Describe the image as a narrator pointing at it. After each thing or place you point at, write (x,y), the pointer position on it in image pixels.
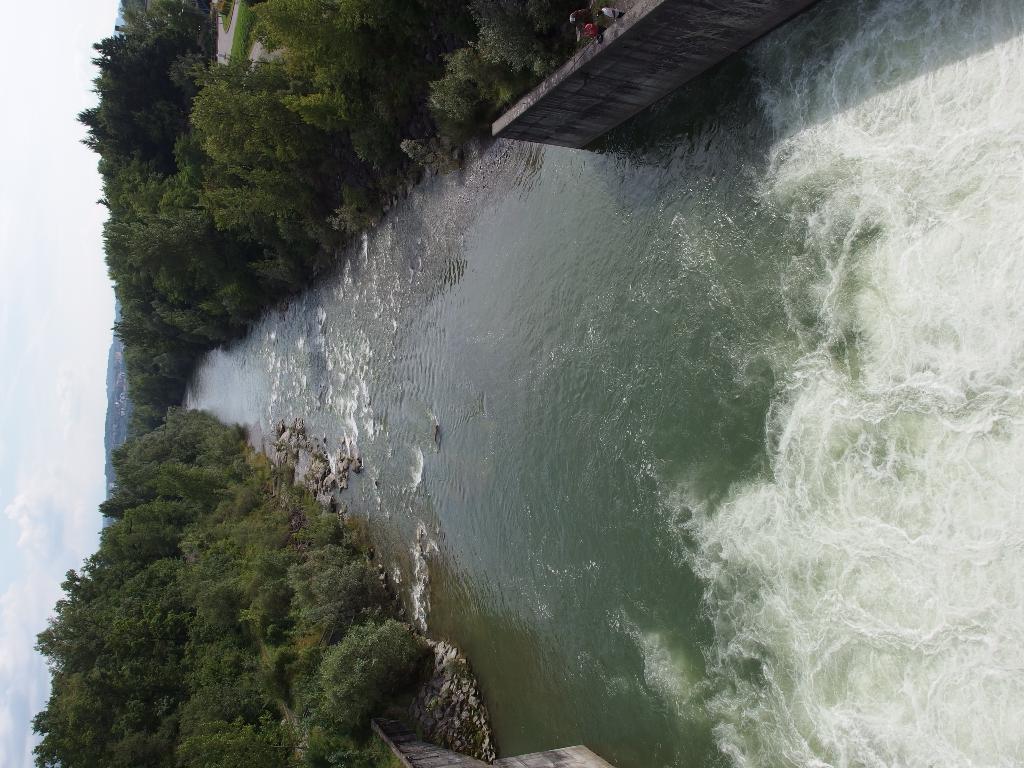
There is a river (386,448). On the sides of the river (170,337) there are trees (221,475), rocks (291,434) and a wall (601,84). On the left side (33,417) there is sky (51,556).
